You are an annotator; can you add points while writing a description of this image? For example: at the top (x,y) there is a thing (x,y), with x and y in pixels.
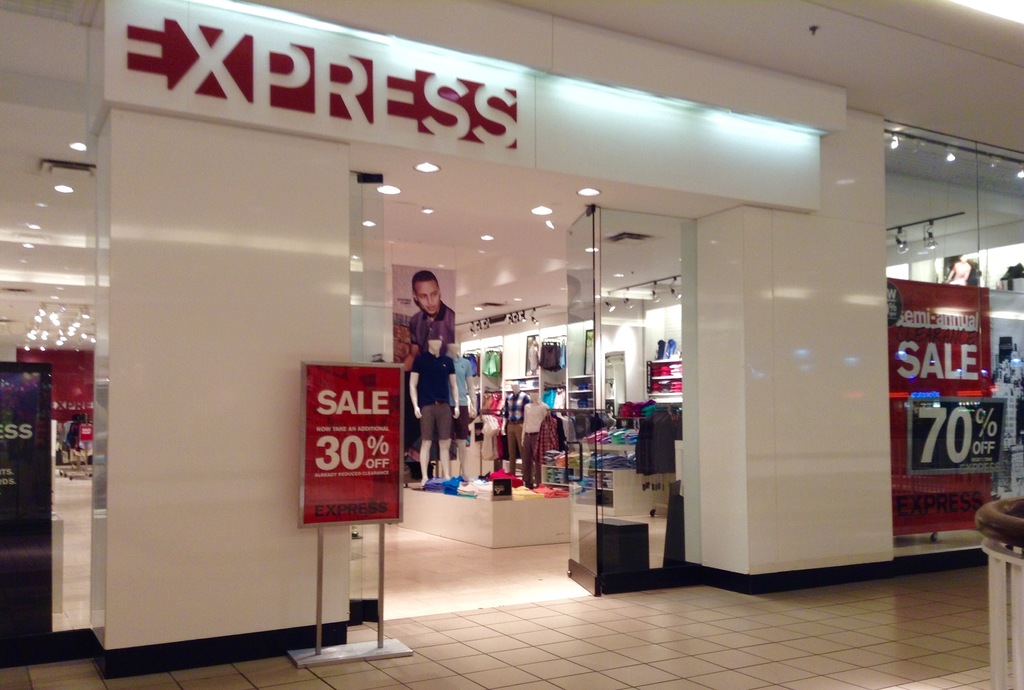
In this image we can see a shop (416,334). And we can see some text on it. And we can see the glass doors (365,246). And we can see the mannequins (423,476). And we can see the lights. And we can see some other objects (461,491).
